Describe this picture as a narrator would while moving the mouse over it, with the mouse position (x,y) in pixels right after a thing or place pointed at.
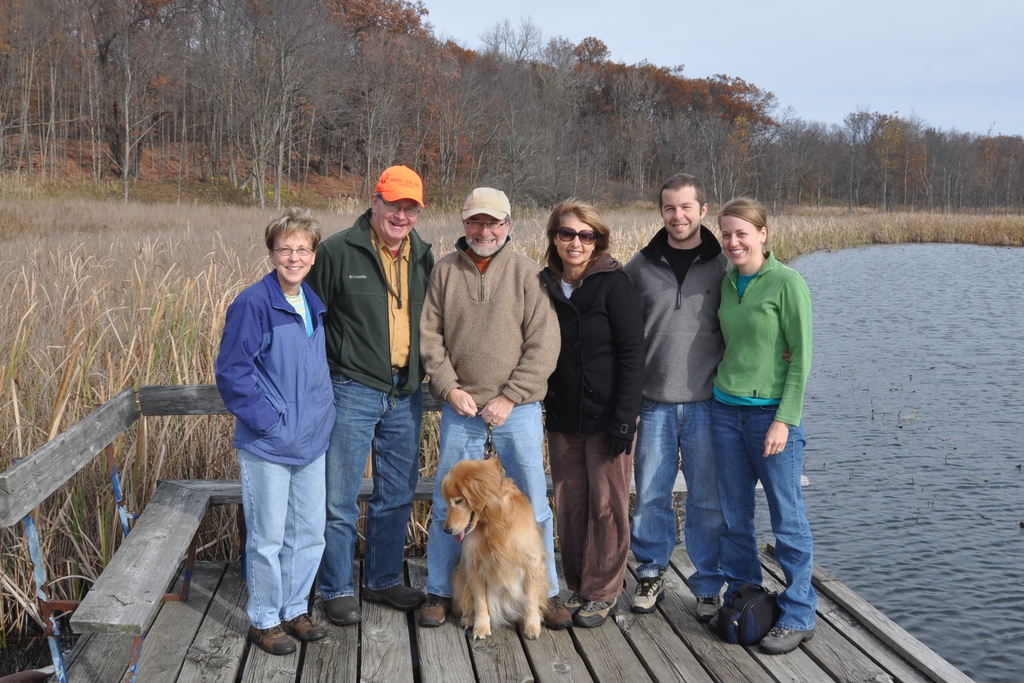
In this picture we can see people (627,339) standing on a wooden platform (283,681) with dog (463,479) and they are smiling and in background (156,317) we can see trees (550,144), water (864,349), grass (215,301).
